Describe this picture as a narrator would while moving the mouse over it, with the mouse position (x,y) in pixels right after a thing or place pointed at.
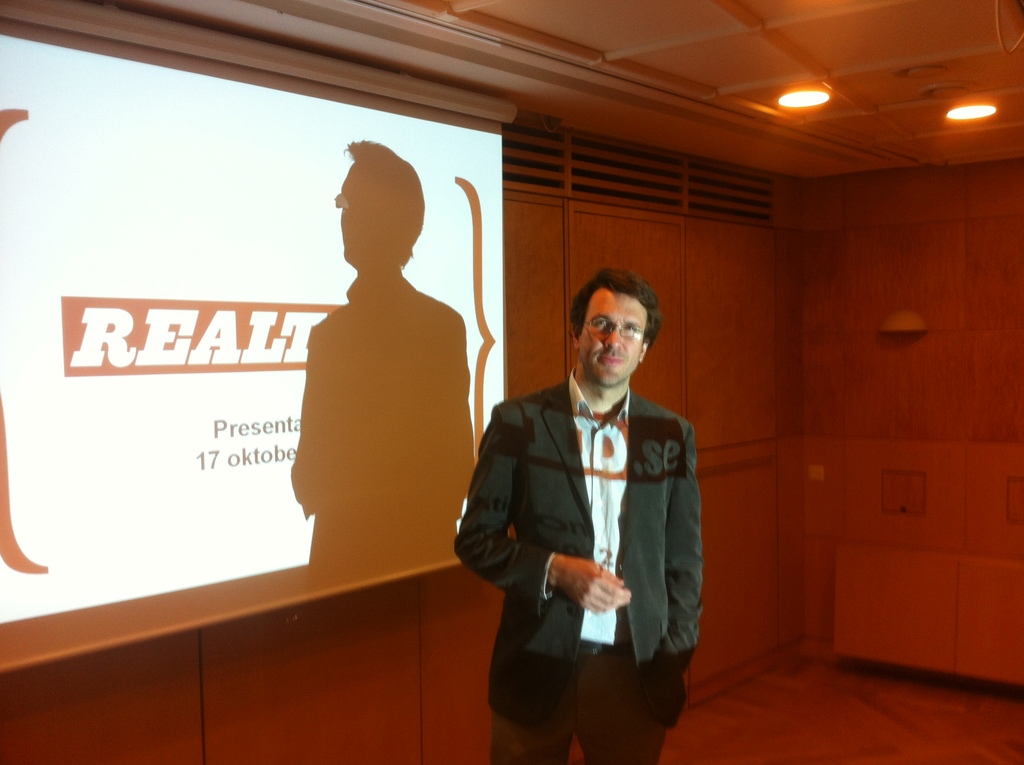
in this picture there is a man (586,328) standing, behind him we can see a screen (463,451), lights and vents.
